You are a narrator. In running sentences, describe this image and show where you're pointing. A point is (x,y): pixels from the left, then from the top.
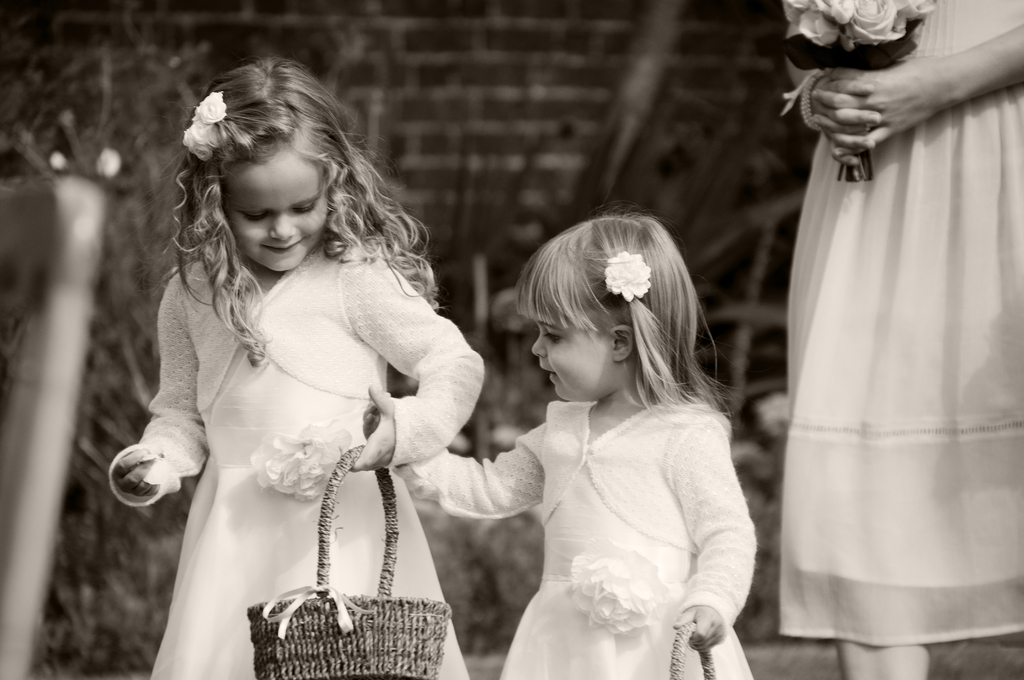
This is a black and white image. I can see two girls (360,484) holding a basket (346,471) and standing. On the right side of the image (829,466), there is another person (908,213) holding a flower bouquet (885,28) and standing. The background (72,33) looks blurry.
